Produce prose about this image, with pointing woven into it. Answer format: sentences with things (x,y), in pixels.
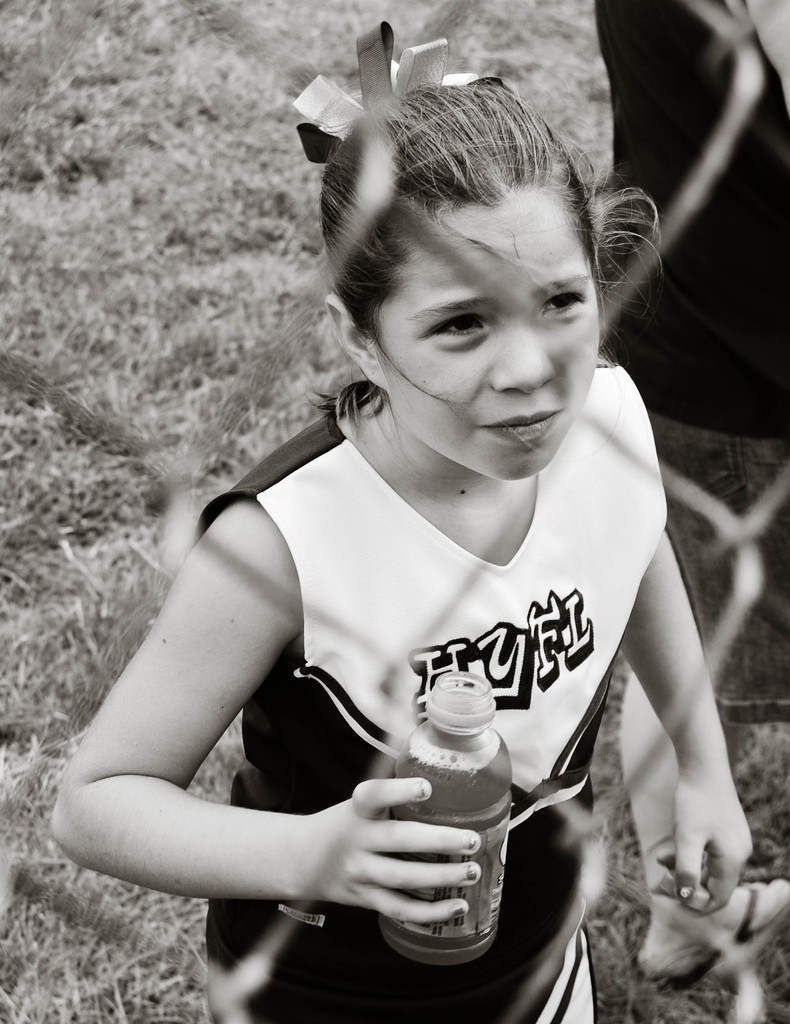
There is a girl (451,546) holding bottle (486,746). In front of her there is a mesh (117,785). On the ground (160,288) there are grasses (159,265).
